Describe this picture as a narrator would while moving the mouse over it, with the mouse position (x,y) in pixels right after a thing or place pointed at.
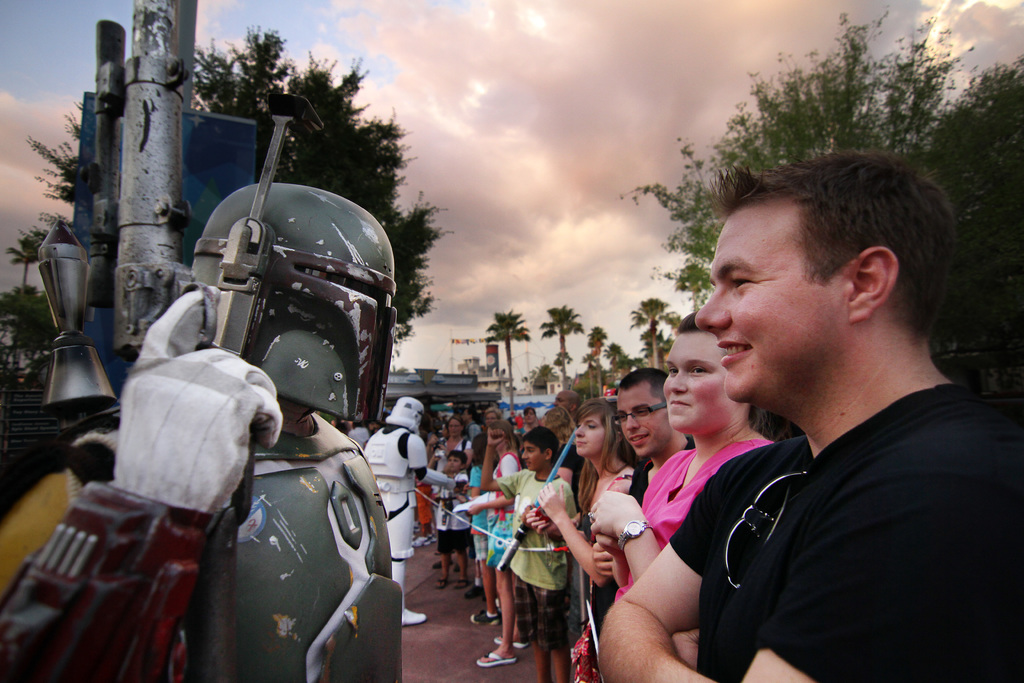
In this picture there are group of people (510,468) standing. On the left side of the image (288,574) there are two persons (344,439) with costumes (344,370). At the back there are buildings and trees (682,284). At the top (32,52) there is sky (95,45) and there are clouds (462,144).
